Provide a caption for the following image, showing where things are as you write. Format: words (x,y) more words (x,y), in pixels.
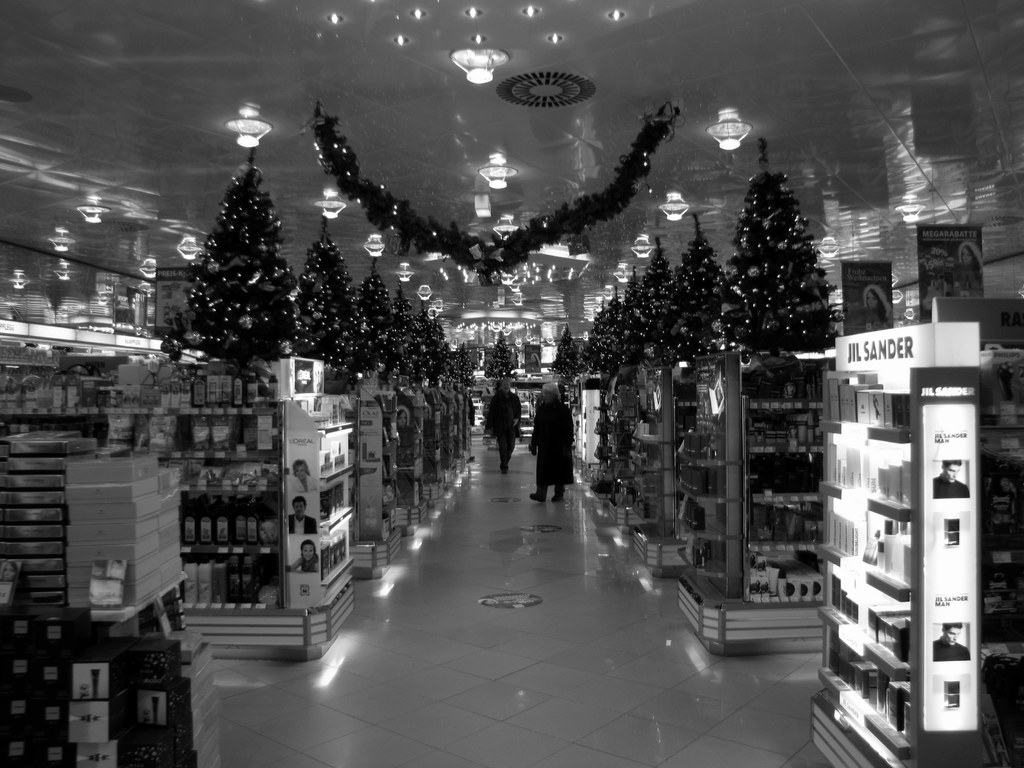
This is a black and white image. It seems to be an inside view of a store (556,414). On the right (740,370) and left side of the image (129,547) there are many racks (202,452) which are filled with the objects (144,590). In the middle of the image (542,437) there are two persons (509,407) walking on the floor (514,560). On the racks (856,375) I can see the Christmas trees (383,308). At the top (243,138) there are lights (466,59).
